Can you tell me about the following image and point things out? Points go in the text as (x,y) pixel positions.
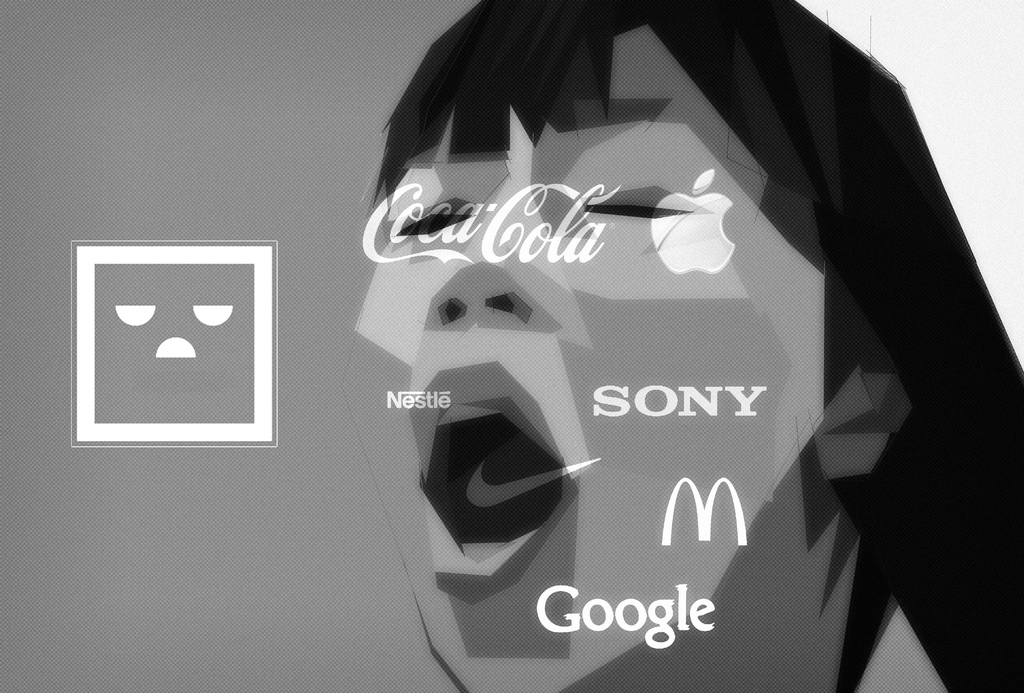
This image is a graphical image. In this image there is a text (460,224) and there are a few symbols (141,345) and there is an image of a human (624,522) on it.
